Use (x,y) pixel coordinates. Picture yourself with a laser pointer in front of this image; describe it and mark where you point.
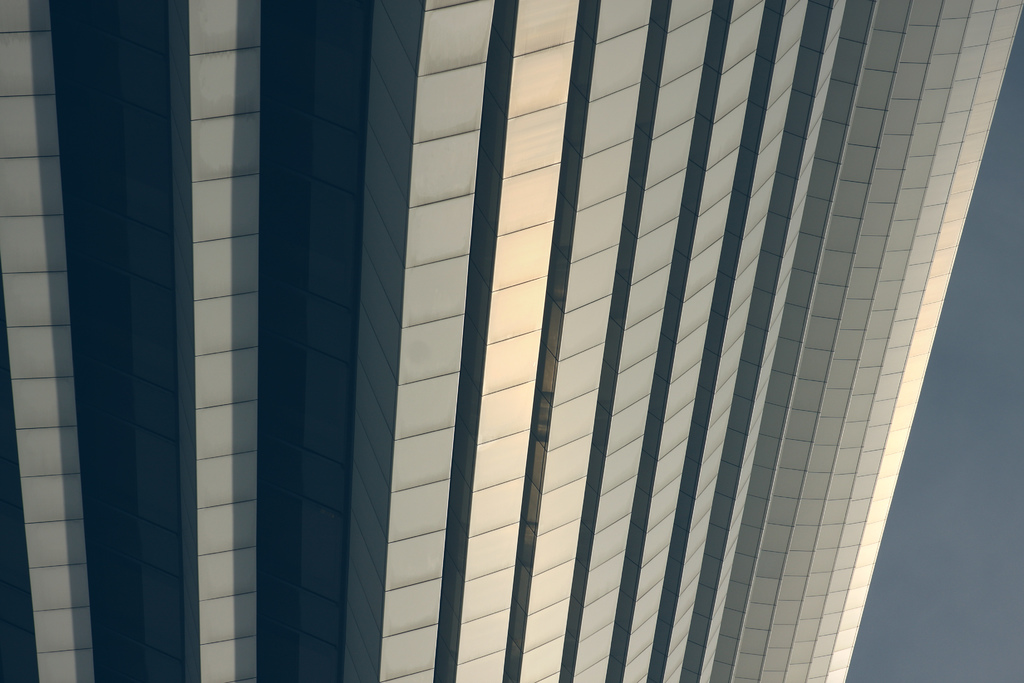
In this picture I can see a tall building (490,312) and I can see blue sky (926,493).
